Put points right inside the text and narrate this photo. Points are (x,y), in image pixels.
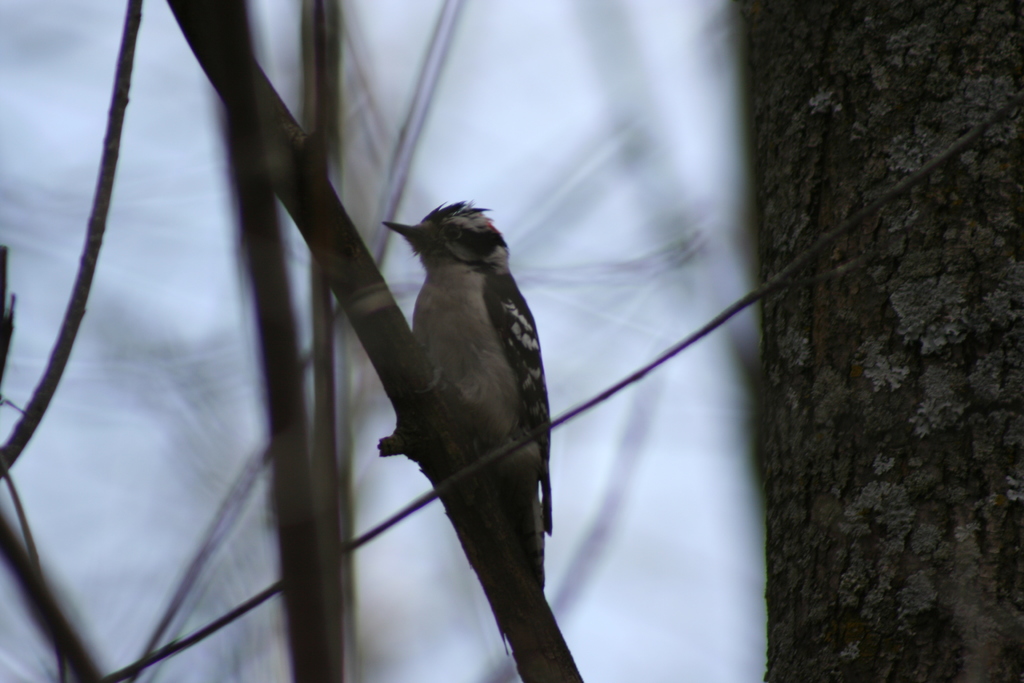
In this picture, we see the bird (507,309) is on the tree (333,275) or on the wooden sticks (401,318). On the right side (798,354), we see the stem (896,412) of the tree (896,396). In the background (584,468), we see the sky (451,612).
